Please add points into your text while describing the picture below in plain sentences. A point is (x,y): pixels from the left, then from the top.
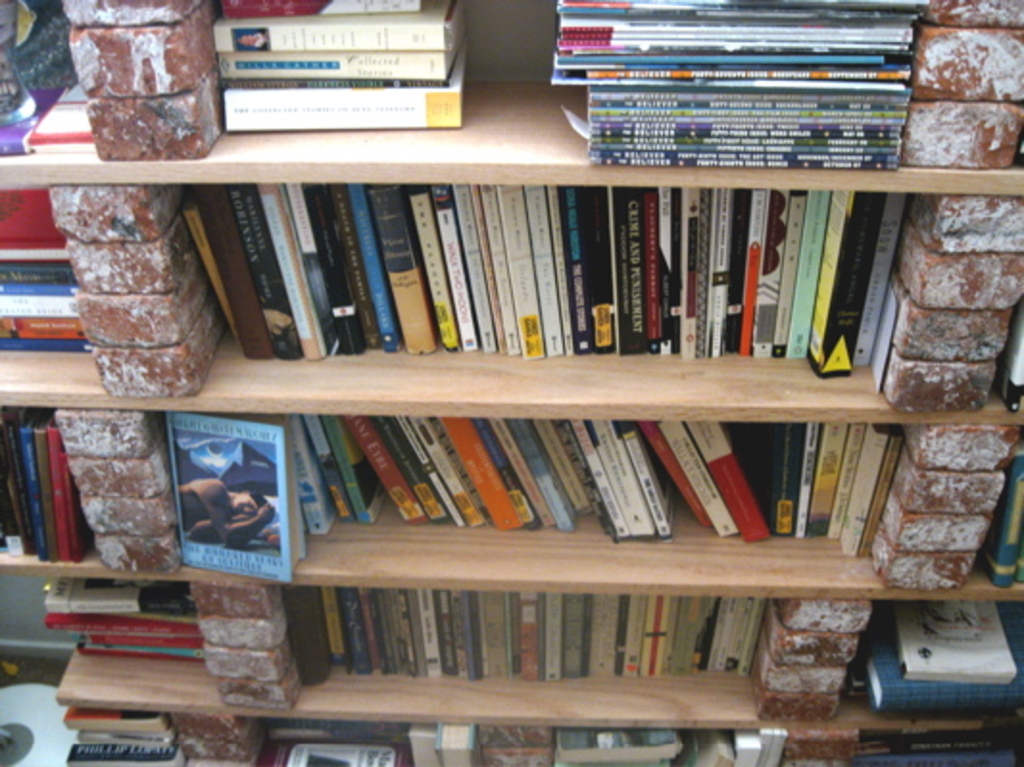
In the image there are wooden surfaces (365,575) with books (182,480) on it. And also there are bricks (247,703) on wooden surface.
